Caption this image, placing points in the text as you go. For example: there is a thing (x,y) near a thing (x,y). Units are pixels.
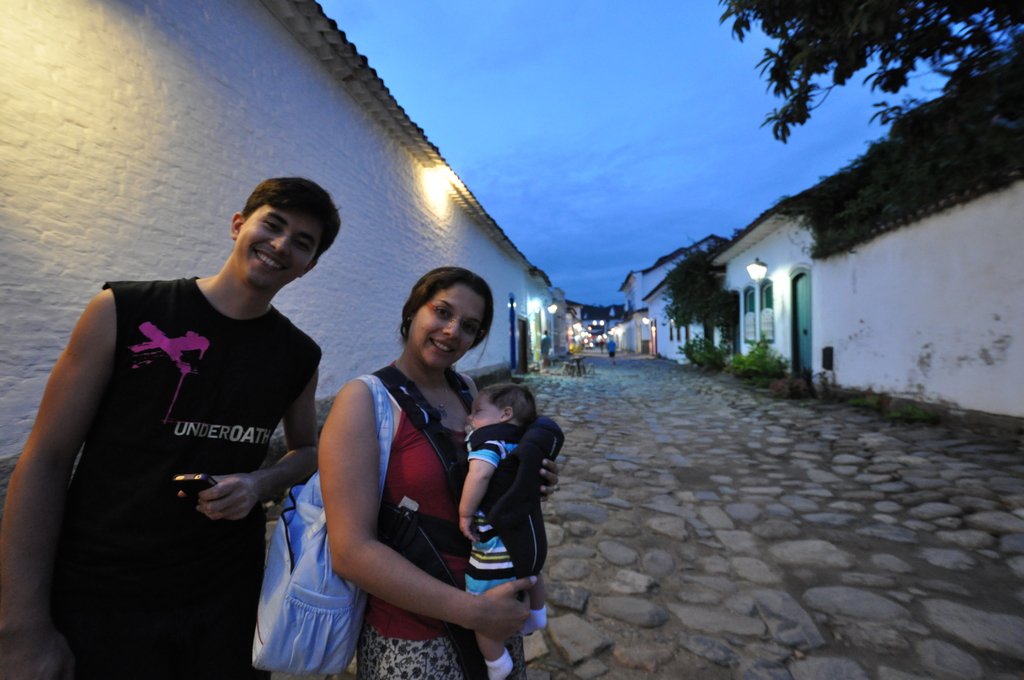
In the foreground of this image (392,559), there is a woman (433,471) carrying a baby (476,527) and wearing a bag (296,583) is standing on the pavement (577,652). Beside her, there is a man (218,456) standing and holding a mobile (183,483). In the background (499,264), there are houses (843,294), lights (551,306), plants (686,292) and the sky (647,109). In the right top corner (928,22), there is a tree (930,21).
